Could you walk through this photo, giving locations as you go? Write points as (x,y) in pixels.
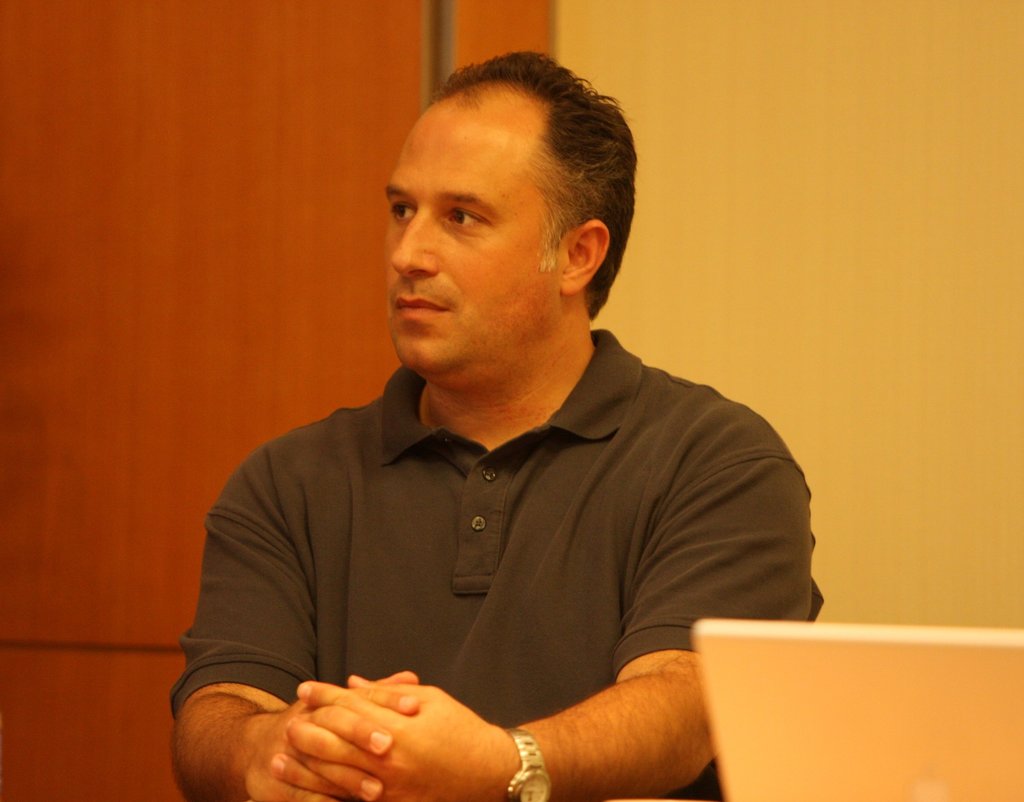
This image is taken indoors. In the background (289,110) there is a wall (359,381). On the right side of the image (864,668) there is a laptop (773,672). In the middle of the image (501,408) there is a man (606,420).
